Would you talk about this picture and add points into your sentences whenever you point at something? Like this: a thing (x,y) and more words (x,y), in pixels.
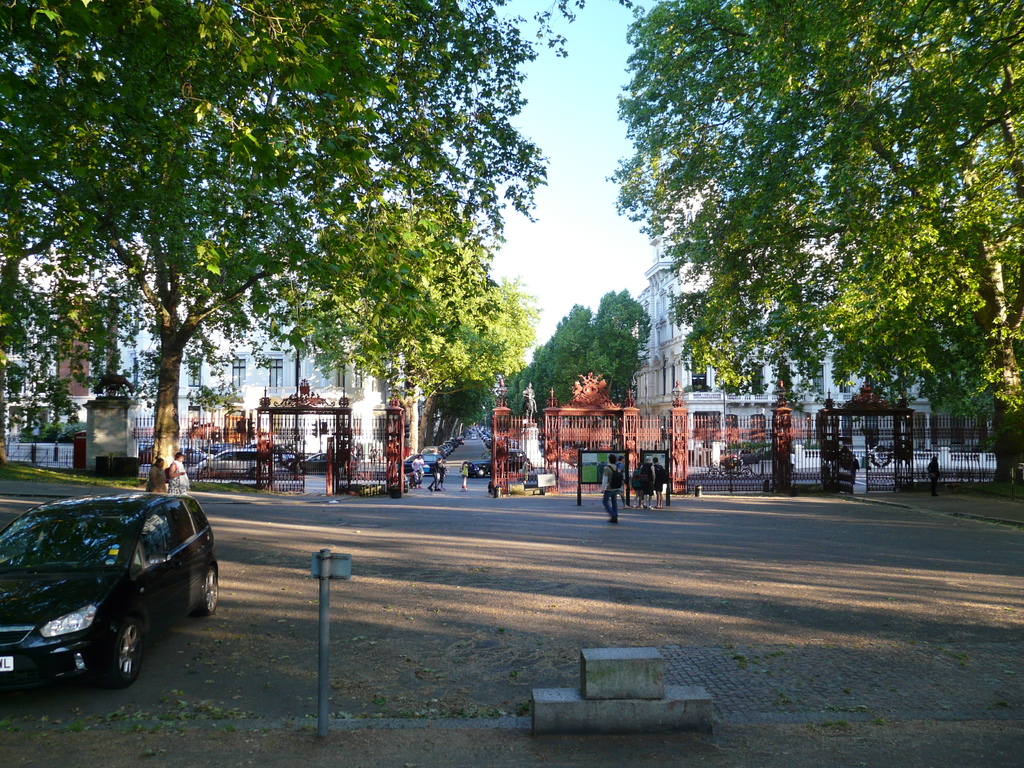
As we can see in the image there are few people (645,484), vehicles (522,471), trees (63,413), buildings (249,328) and at the top (582,151) there is sky (614,197).
